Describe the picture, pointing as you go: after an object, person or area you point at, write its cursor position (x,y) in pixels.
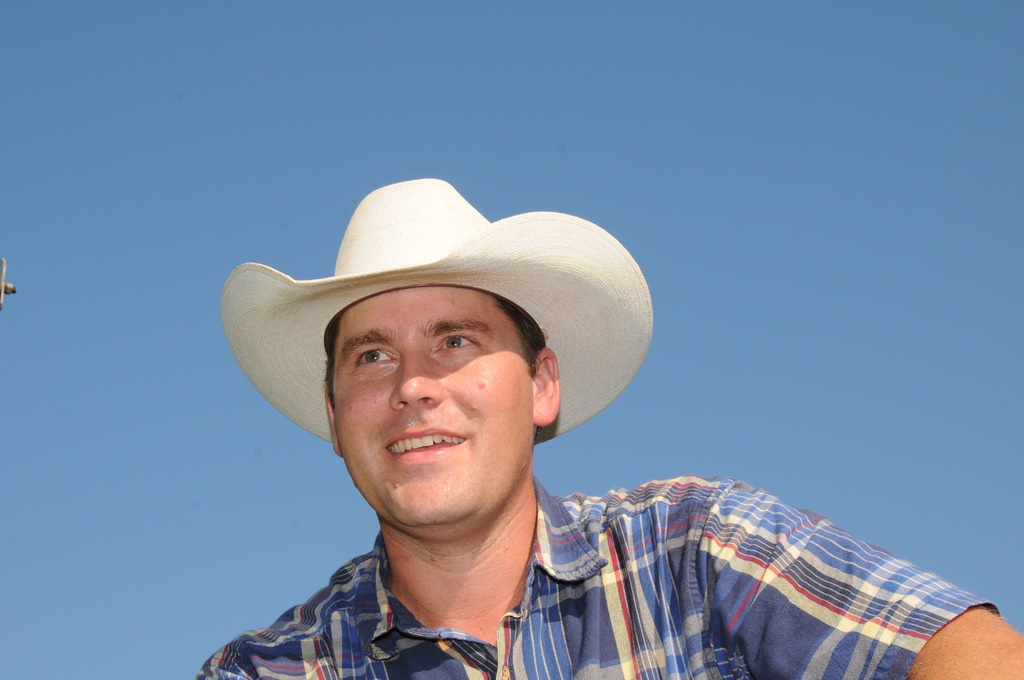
In this picture there is a man (506,582) smiling and wore hat (359,280). In the background of the image (791,279) we can see the sky (794,390) in blue color.
